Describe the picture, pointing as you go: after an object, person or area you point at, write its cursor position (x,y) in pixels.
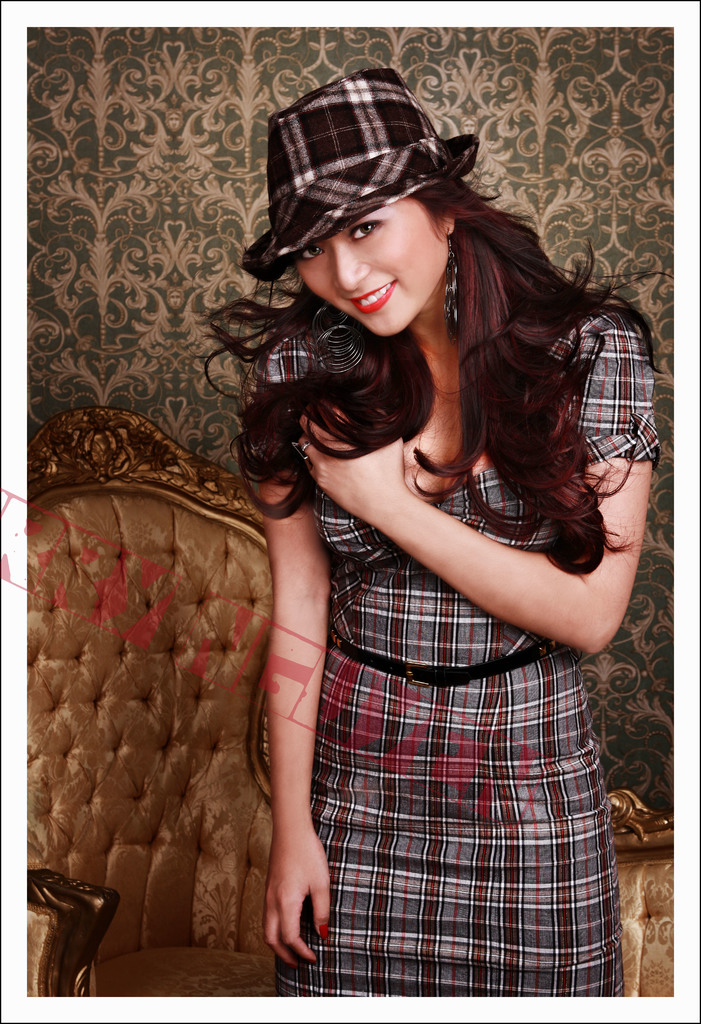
In this image we can see a girl (353,704) who is wearing a cap (416,117) and behind there is a sofa (203,832).
